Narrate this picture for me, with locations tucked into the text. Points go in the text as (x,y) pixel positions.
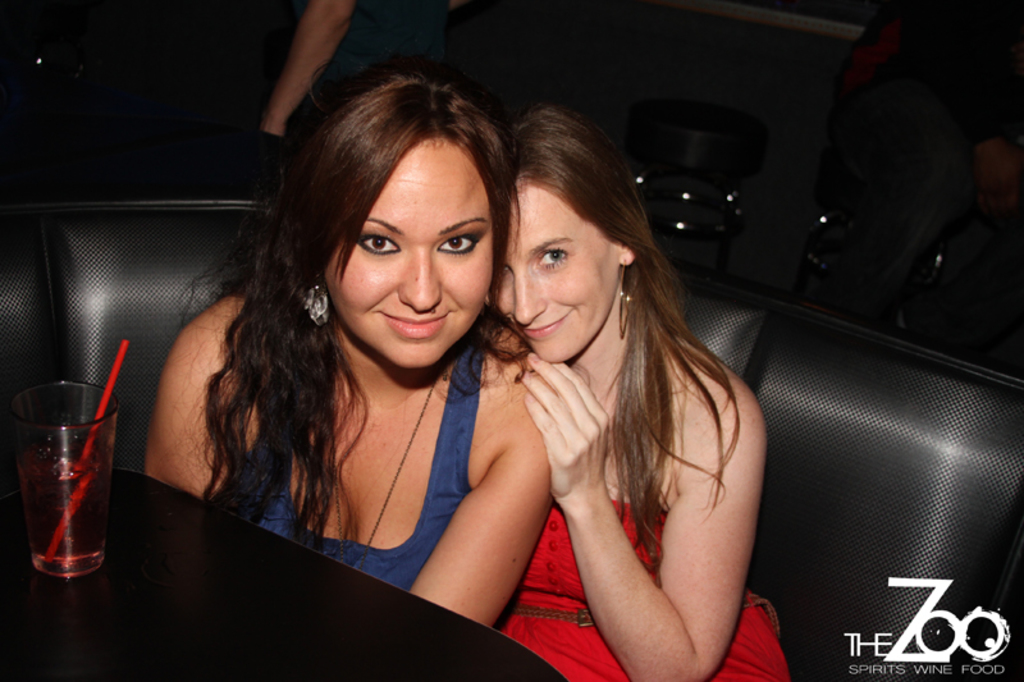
In this image we can see few persons (521,419), two of them are sitting on a couch (848,464), in front of them there is a glass (96,568) of liquid (73,474) and a straw (116,364) in it on the table (303,633), behind them there are chairs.
